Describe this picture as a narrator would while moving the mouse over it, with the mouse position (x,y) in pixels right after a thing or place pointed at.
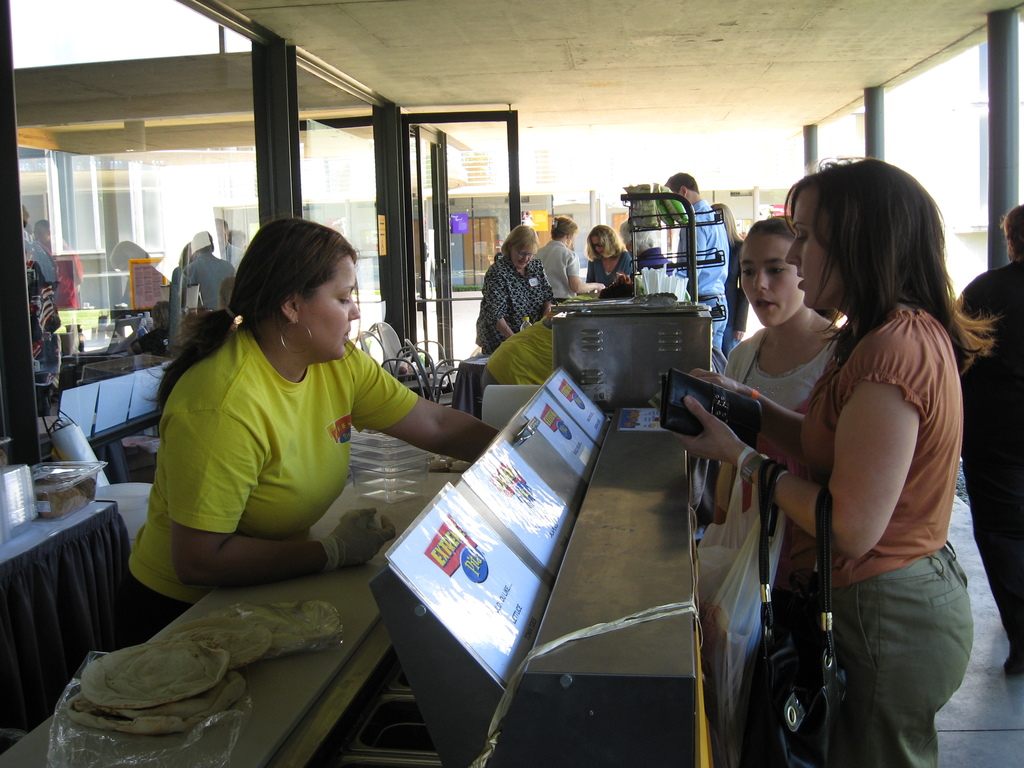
In this image we can see people (339,343), tables (278,724), cards (419,561), machine (659,315), chairs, glass door (508,233), poles (989,156), glass walls (123,321) and things (15,475). On the right side of the image (895,588) a woman (840,297) is holding a wallet (684,381) and wore bags (750,587).
